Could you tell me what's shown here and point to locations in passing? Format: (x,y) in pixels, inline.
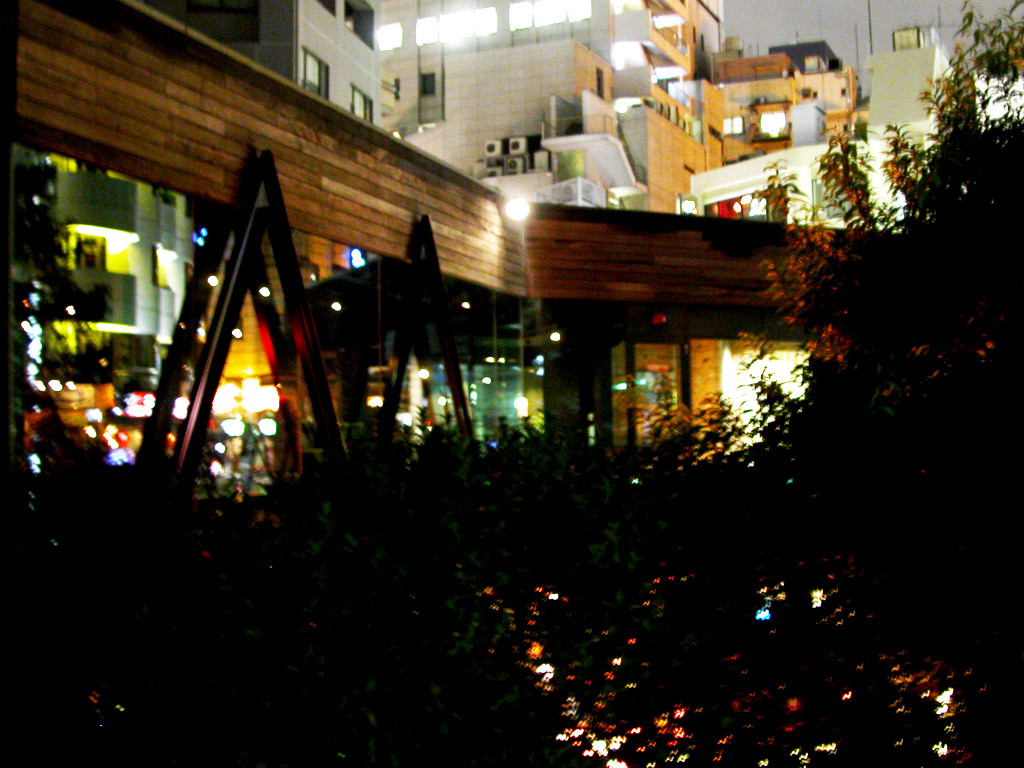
In this image I can see at the bottom (680,605) there are trees (466,530) with the lights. At the back side (283,234) there are buildings (473,193) with the lights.
